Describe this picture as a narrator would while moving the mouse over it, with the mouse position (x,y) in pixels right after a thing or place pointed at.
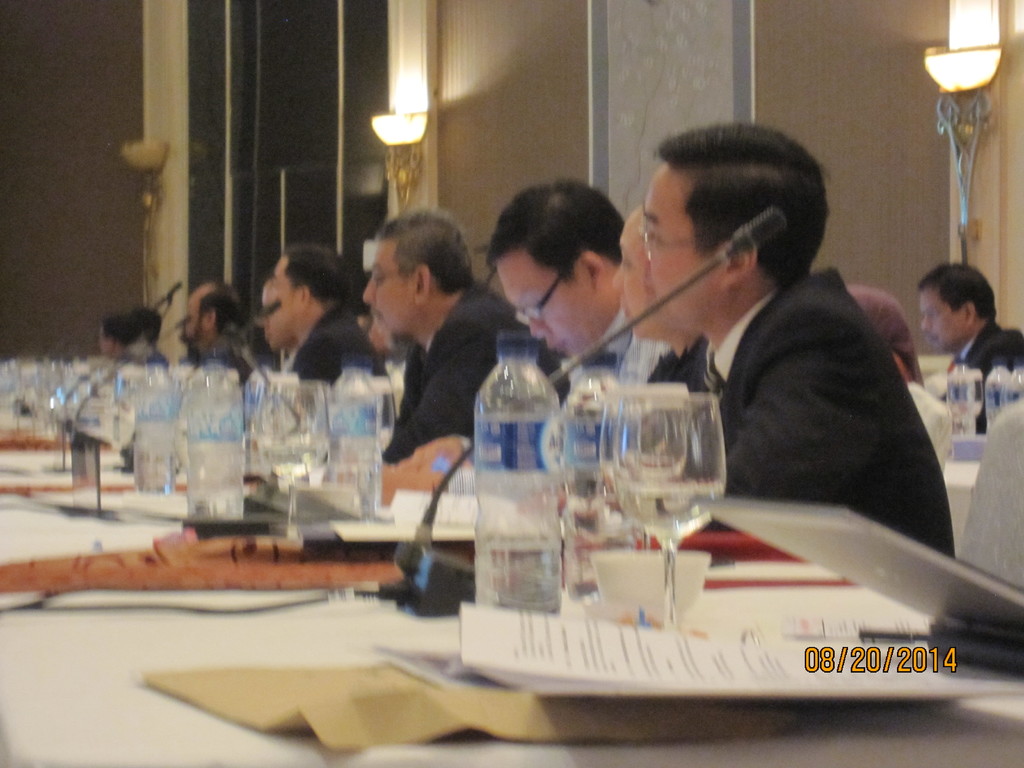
In this image there is a table (942,733), on that table (997,701) there are papers (532,695), mike's (430,566), water bottles (484,505) and glasses (677,441), beside the table (1010,700) there are people (845,399) sitting on chairs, in the background (448,76) there is a wall (790,37), for that wall (791,50) there are lights (398,130), in the bottom right (958,649) there is date (810,651).
